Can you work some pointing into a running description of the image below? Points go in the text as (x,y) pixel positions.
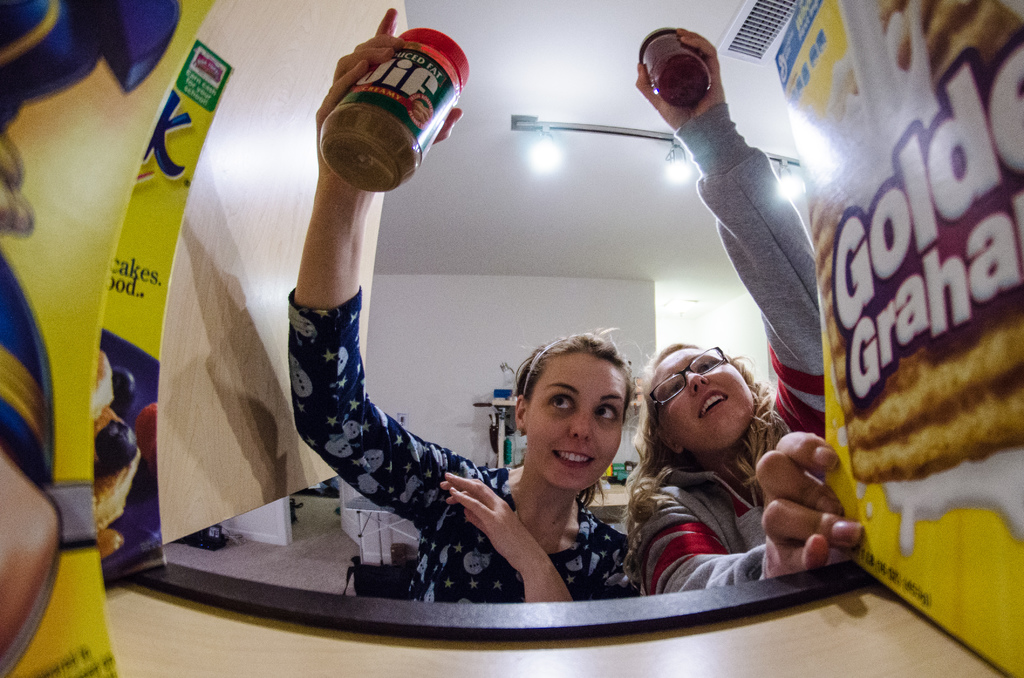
In this image I can see two persons (829,469) and they are holding two glass jars (643,38) and I can also see few cardboard boxes (106,153). In the background (578,298) I can see few lights (527,126) and the wall (492,311) is in white color.
